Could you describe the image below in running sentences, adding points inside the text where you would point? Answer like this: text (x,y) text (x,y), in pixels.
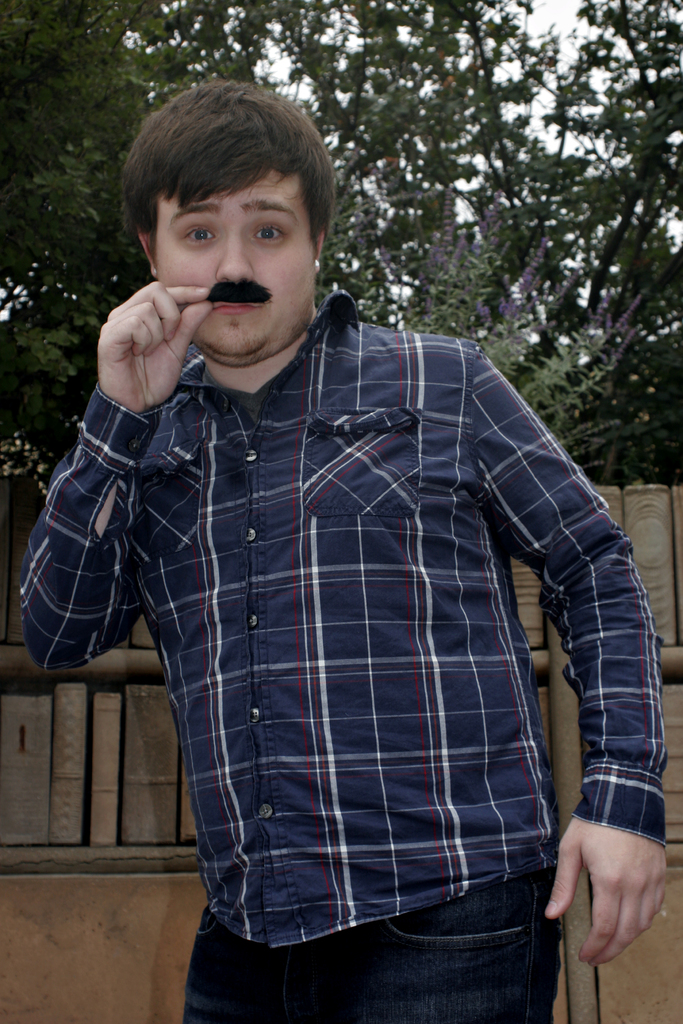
There is a person (258,775) standing wore shirt (416,890). In the background (164,814) we can see objects (652,541), trees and sky (549,81).
